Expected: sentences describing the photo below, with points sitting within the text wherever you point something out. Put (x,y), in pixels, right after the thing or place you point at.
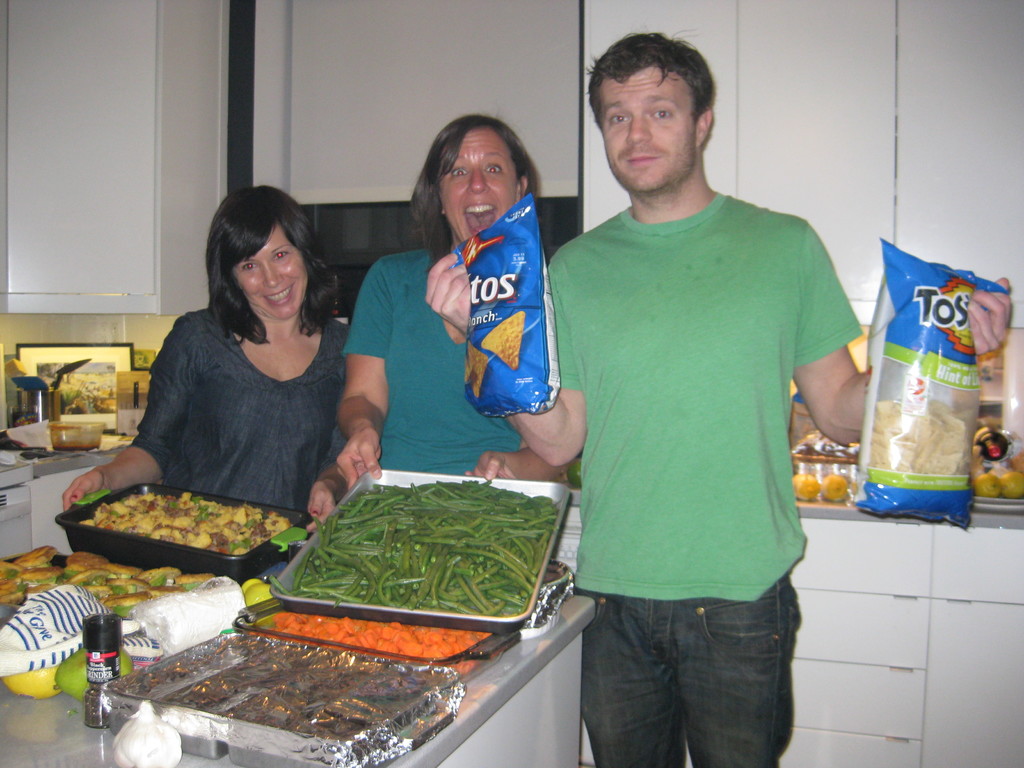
In this image we can see the persons (771,375) standing and holding objects (427,527). In front of them, we can see the table (486,670), on the table (486,670) there are some food items (131,519), papers (179,606), bottle (113,650), photo frame (93,406) and few objects (126,391). And at the back (761,89) we can see the cupboards (80,192).
